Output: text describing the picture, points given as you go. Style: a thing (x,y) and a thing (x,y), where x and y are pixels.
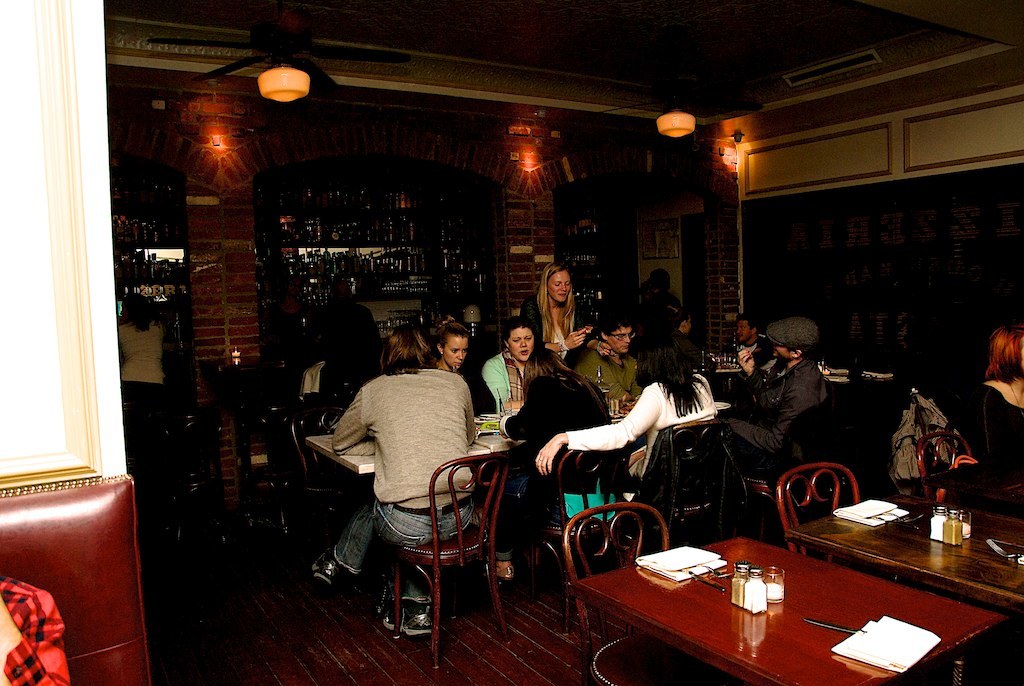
In this image i can see a group of people (801,341) sitting on the chair (621,477). We have couple of tables (694,599) with a few objects (741,577) on it. Here we have a pillar of bricks (214,291) and a glass of bottles (353,258). Here we have a lamp light (684,115) and a wooden floor (301,637).
